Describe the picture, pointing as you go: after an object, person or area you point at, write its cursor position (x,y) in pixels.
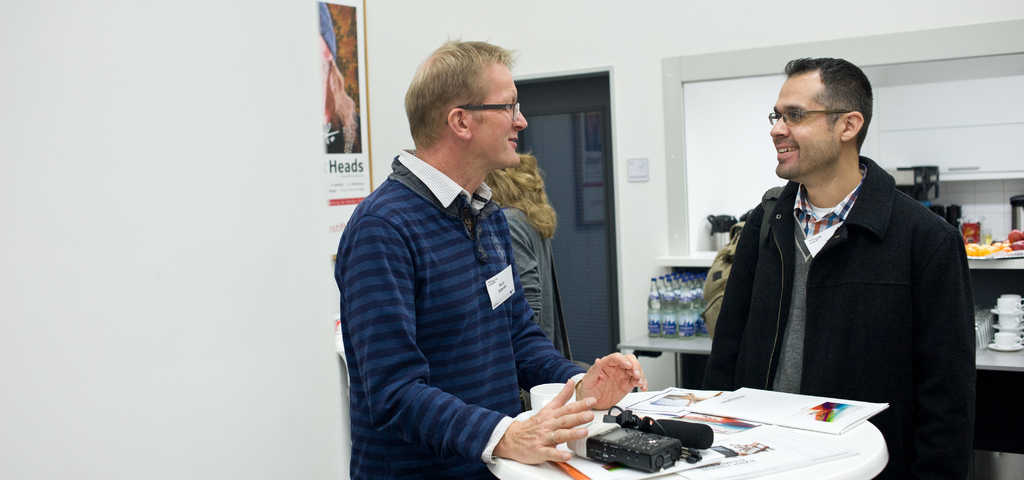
In this picture we can see there are some people (488,301) standing and in front of the people (355,339) there is a table (792,475) and on the table (816,475) there is a book (754,411), papers (749,419) and other objects (621,437). On the left side of the people (476,352) there is a wall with a photo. Behind the people (899,276) there are bottles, cups (999,309) and saucers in the shelf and on the shelf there are some other items (985,343).
